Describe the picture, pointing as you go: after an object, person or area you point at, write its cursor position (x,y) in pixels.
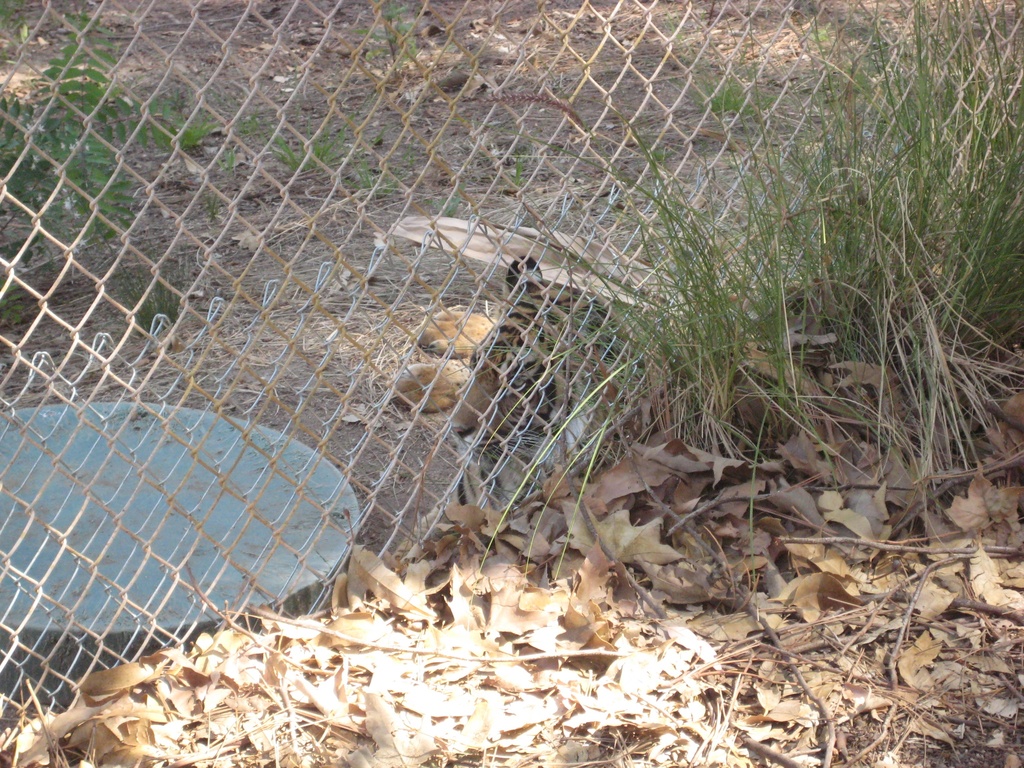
At the bottom of the image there are dry leaves (821,476). In the center (624,317) we can see a mesh (81,557). On the left (28,450) there is a tray (227,575).
